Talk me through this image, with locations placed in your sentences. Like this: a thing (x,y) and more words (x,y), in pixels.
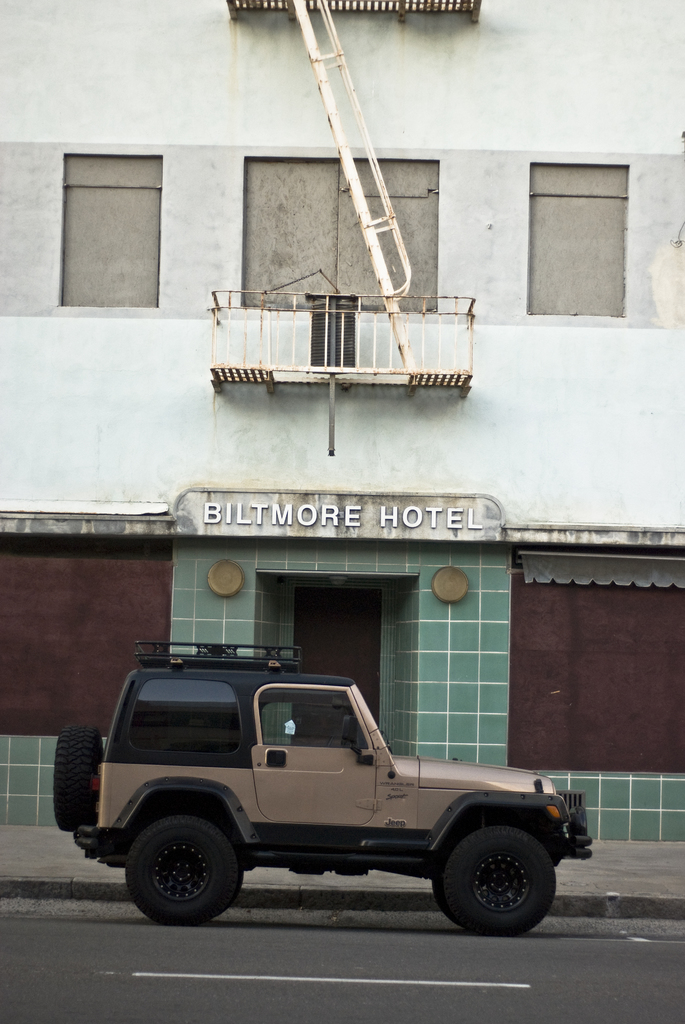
In this picture we can see a vehicle (188,824) on the road (236,966). In the background of the image (226,443) we can see a building (429,328) and railing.
